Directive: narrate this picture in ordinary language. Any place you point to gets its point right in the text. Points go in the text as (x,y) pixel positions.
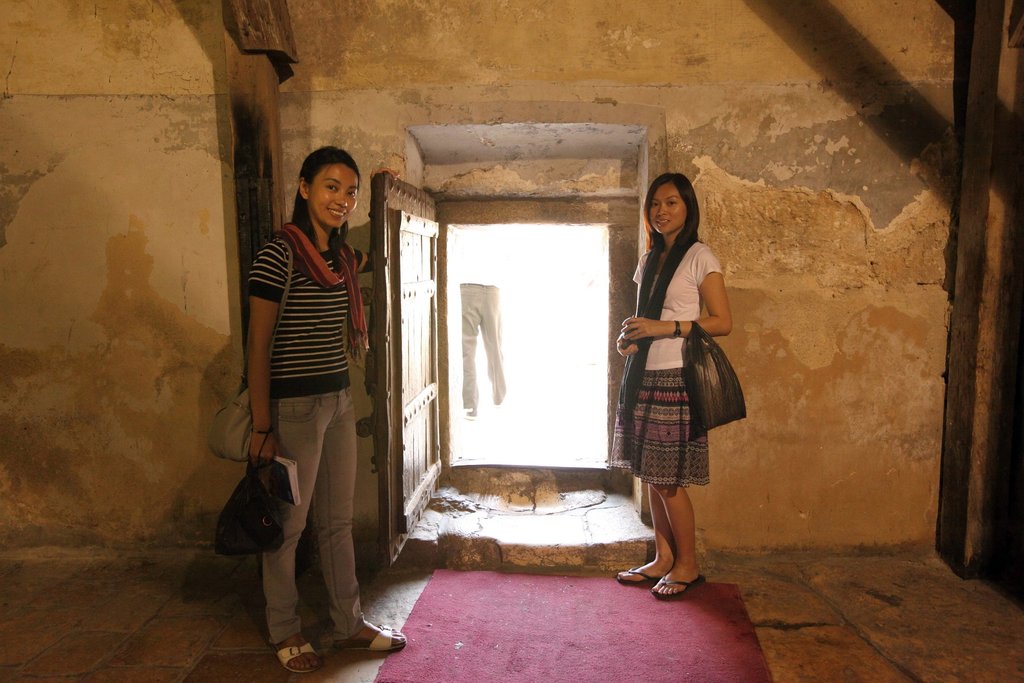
In this image there are two girls (658,463) standing on the floor (611,570) inside the room (374,155). In between them there is a door (426,376). On the right side (978,213) there is a pillar (978,213). At the bottom (552,618) there is a red color carpet (531,620) on the floor (903,601).
